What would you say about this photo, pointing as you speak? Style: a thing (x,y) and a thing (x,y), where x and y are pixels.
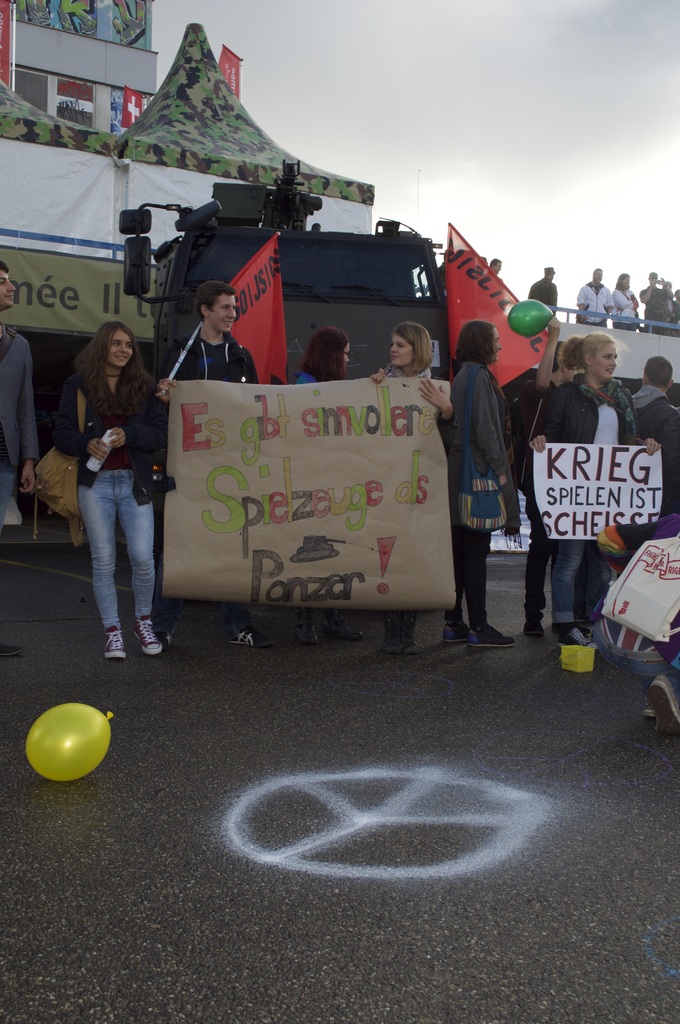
The picture is taken on the streets (235,724) of a city (157,681). In the foreground (64,720) on the road (196,791) there is a balloon (62,728). In the center of the picture (310,369) there are people (601,368), vehicle (401,267). The people (497,381) are holding placard (307,460) and flags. In the background (132,22) there is a building (64,58) and there is a tent (98,150). Sky (490,60) is cloudy.
